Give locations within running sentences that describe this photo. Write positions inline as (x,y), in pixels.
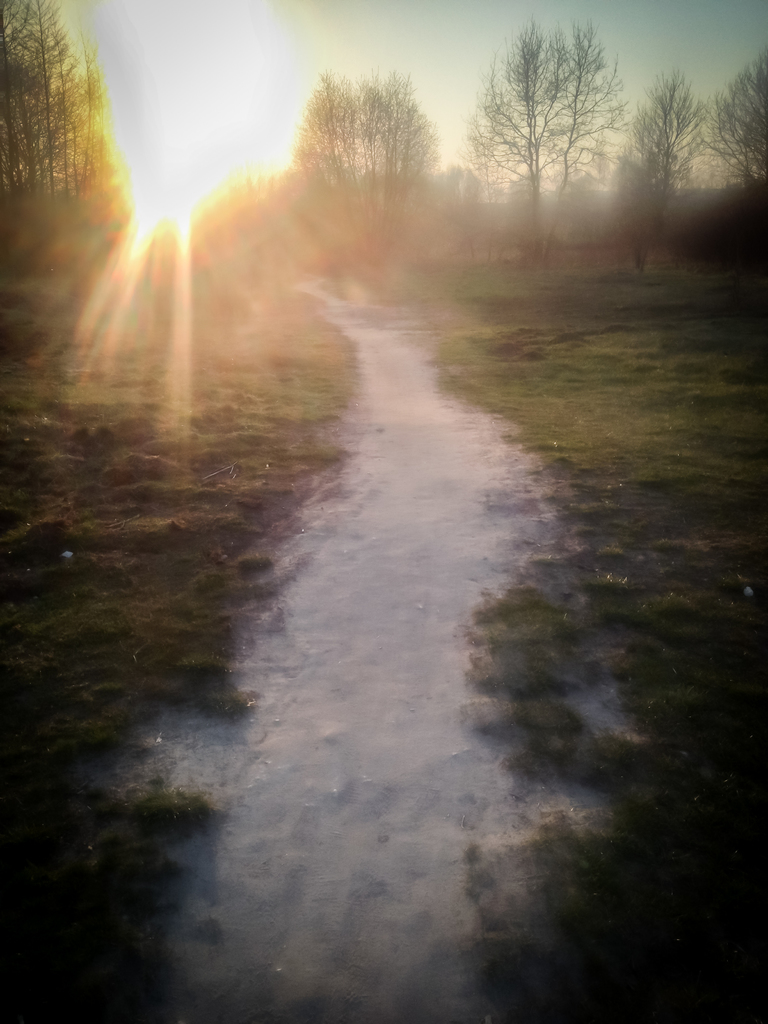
In this image there is grass (577,432) on the ground (274,479). In the center (374,470) there is a path (365,726). In the background (54,161) there are trees (469,183). At the top (471,39) there is the sky (456,25). There is the sun (221,87) in the sky (216,102).
